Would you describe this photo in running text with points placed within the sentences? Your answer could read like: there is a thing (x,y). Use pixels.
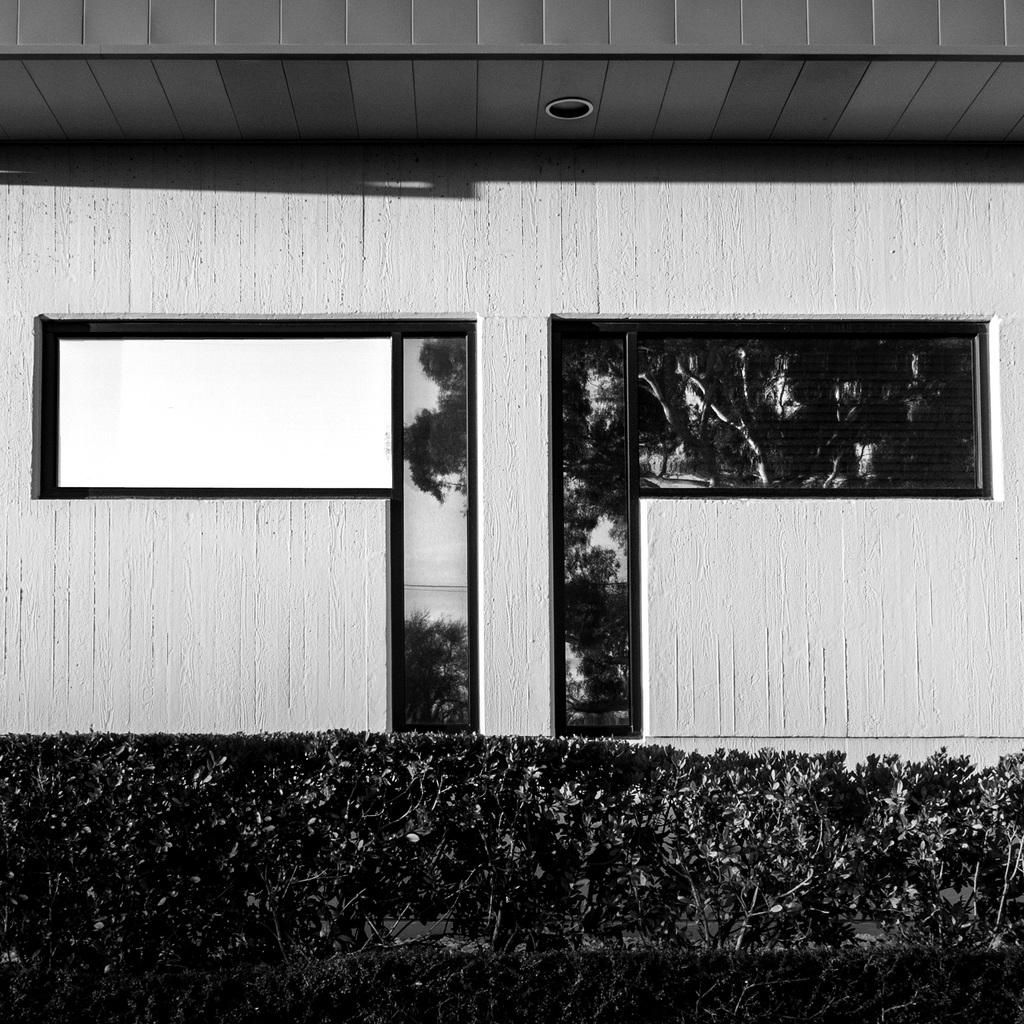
In this image we can see a building (298,316). At the bottom (468,754) there are plants (502,865).
